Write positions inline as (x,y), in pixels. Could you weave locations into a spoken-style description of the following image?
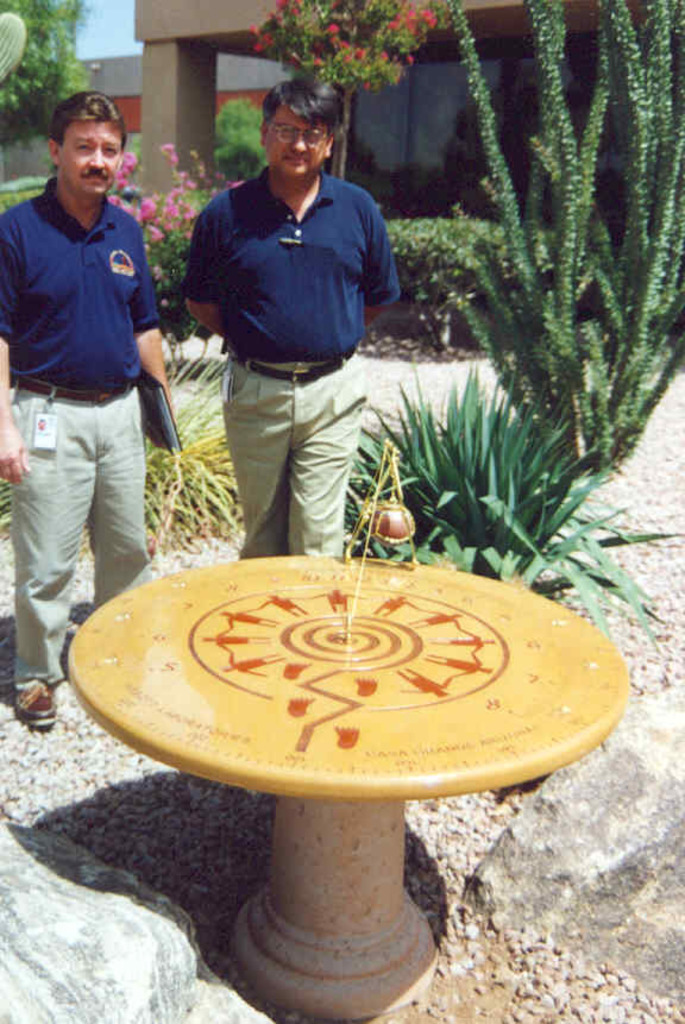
At the bottom of the image (608,711) there is a table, on the table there are some products (385,504). In the middle of the image (269,496) few people (244,187) are standing. Behind them there are some plants (637,53) and trees (7,108) and buildings (262,62).
